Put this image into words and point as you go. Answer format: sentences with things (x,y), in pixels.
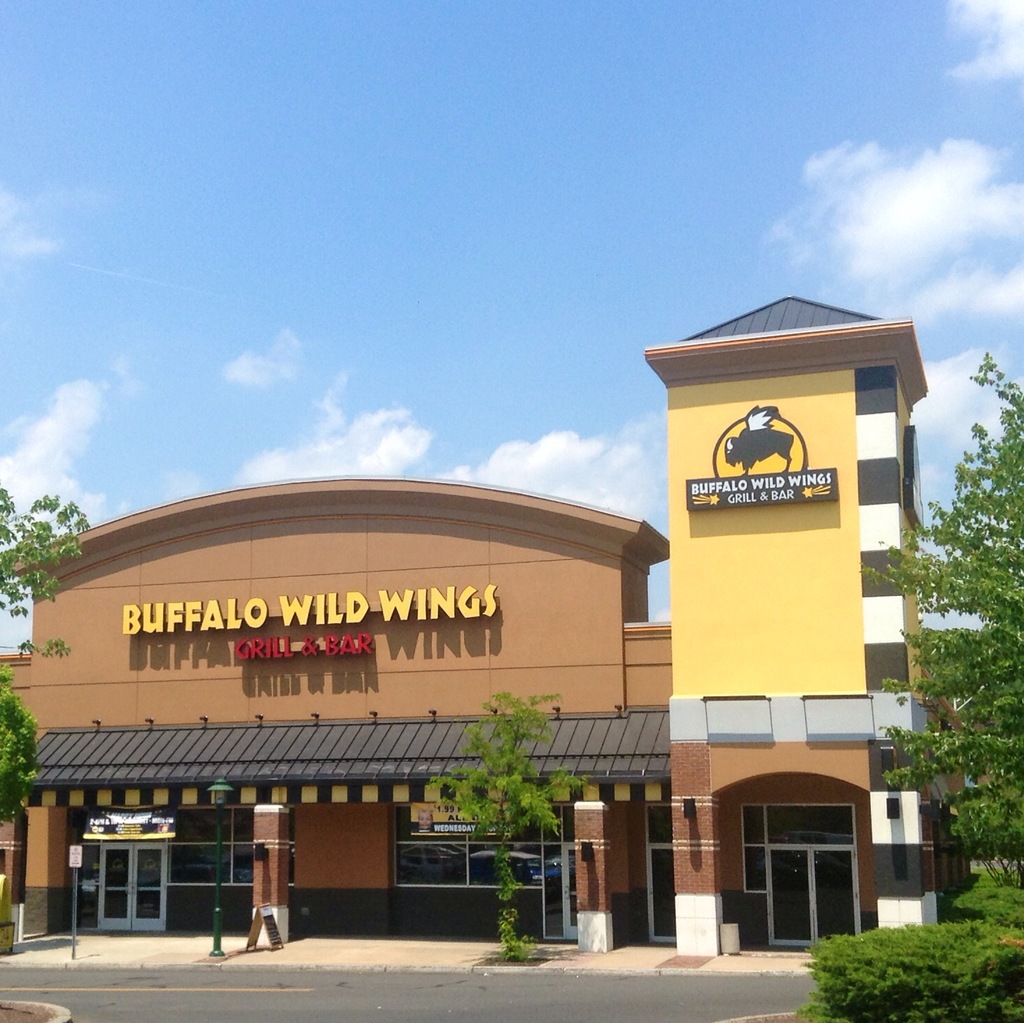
In this image we can see one building (845,420) looks like a restaurant (679,457), some text (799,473) on the building (765,553), three boards (768,486) with text (775,502) attached to the building (394,623), one image (794,439) on the building (780,519), some objects (917,457) attached to the building (811,514), one banner (113,827) with text (133,828) attached to the building (362,808), one board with text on the floor (89,960) in front of the building (261,893), one board (76,856) with pole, one light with pole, two objects (11,929) on the left side of the image (12,943), one image (430,822) near the building pillar (713,946), one object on the bottom left side (25,999) corner of the image, one road (13,984) in front of the building (765,933), some trees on the ground (755,953) and at the top (33,328) there is the cloudy sky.
